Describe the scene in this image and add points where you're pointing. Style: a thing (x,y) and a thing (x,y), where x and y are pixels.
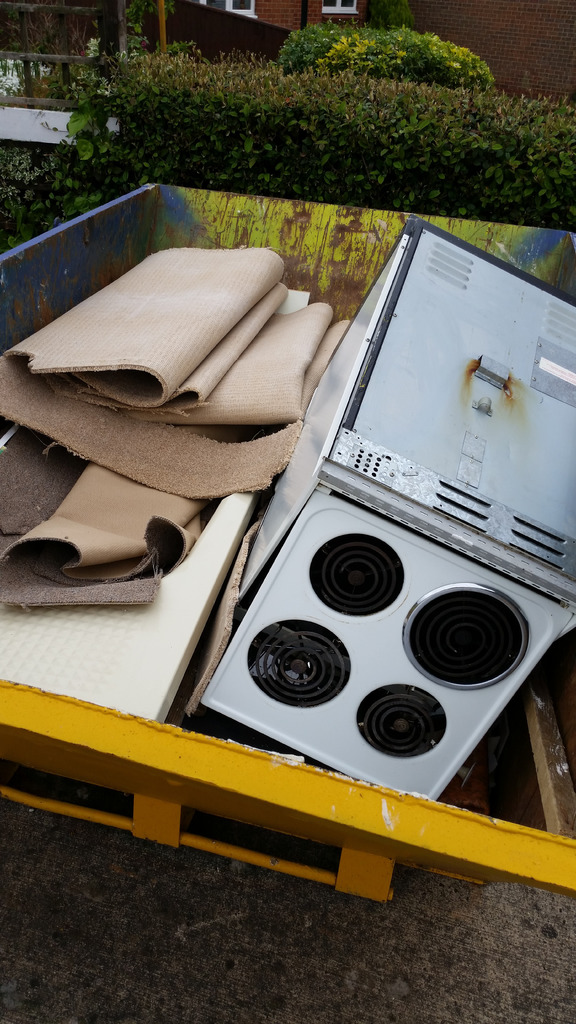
In this picture we can see some objects (553,510), trees (198,65) and in the background (485,58) we can see a building (569,83) with windows (349,4).
